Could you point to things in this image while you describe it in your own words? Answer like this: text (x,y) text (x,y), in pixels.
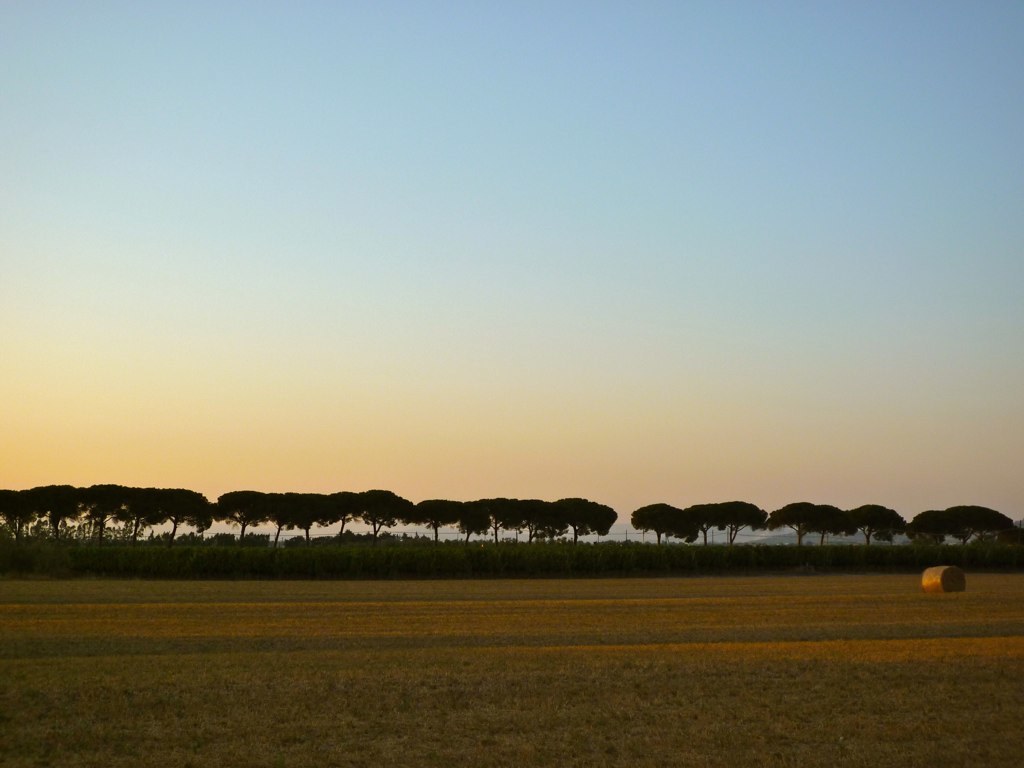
In this image I can see the ground (813,633), few trees (870,527) which are green in color, an object (957,570) on the ground (937,605) and in the background (652,499) I can see the sky (476,308).
